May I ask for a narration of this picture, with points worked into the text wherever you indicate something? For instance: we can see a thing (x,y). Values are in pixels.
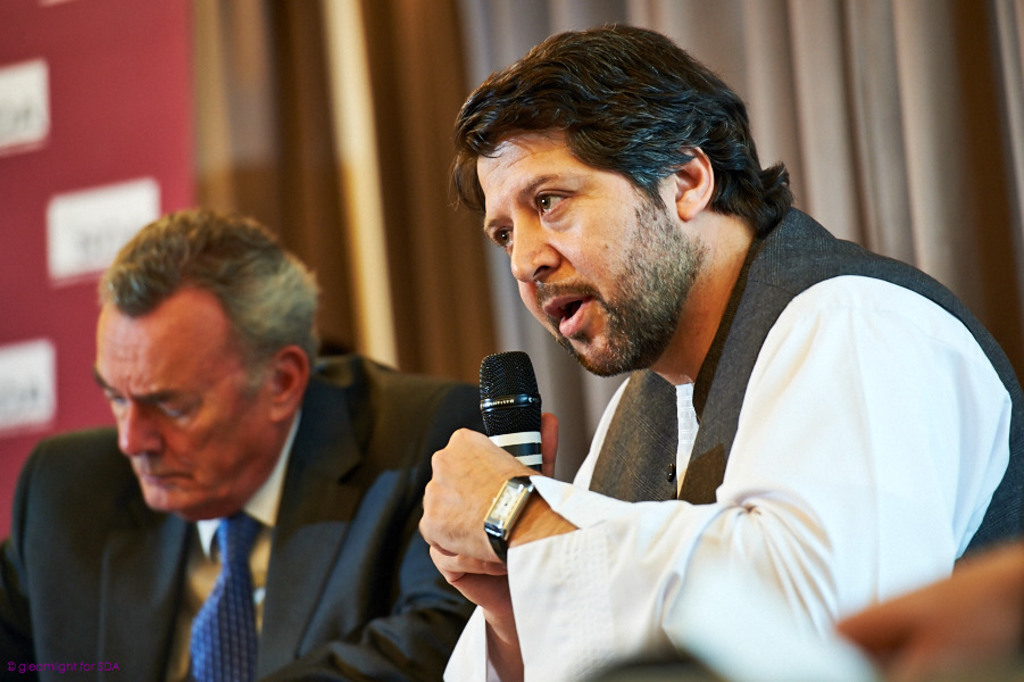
As we can see in the image there is a wall (102,72), curtain (288,62) and two people (384,448) sitting over here. The man (684,431) who is sitting here is holding mic (497,400).
